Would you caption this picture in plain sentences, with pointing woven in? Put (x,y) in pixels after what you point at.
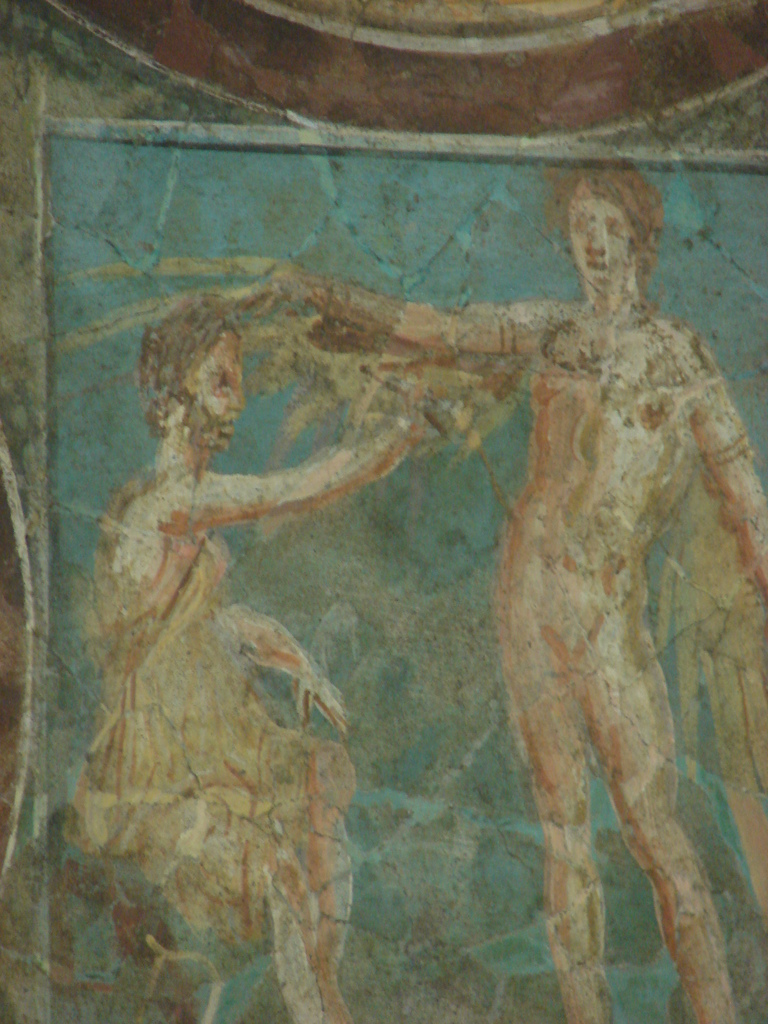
In this image I can see the painting (392,600) on the wall (230,82).
